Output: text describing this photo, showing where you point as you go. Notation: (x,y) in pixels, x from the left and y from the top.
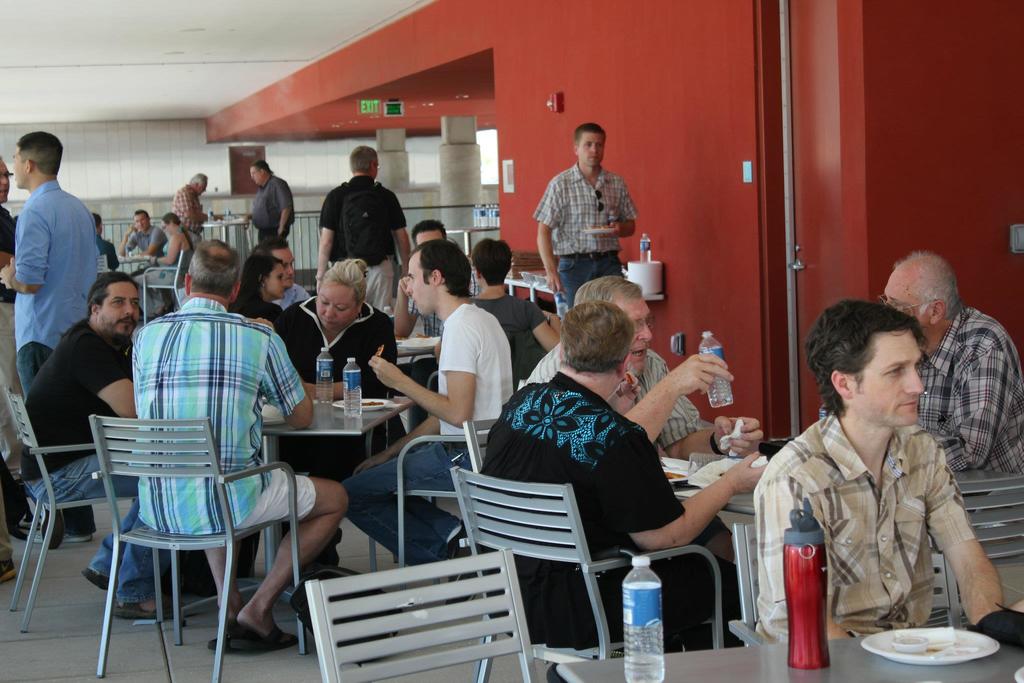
This image is taken inside a room (118,419). In this image there are many people (382,289), few are sitting on the chairs (235,479) and few are standing. In the right side of the image (965,556) a man (957,567) is sitting on the chair (740,627) and in front of him there is a table (837,671) on top of it there is a water bottle (656,641) with water (658,649), a plate (903,654) on it. In the background (937,187) there is a wall (564,167) and pillars (456,182) with railing (298,241). At the top of the image (200,39) there is a ceiling (132,35). In the left side of the image (113,323) a man (97,318) is sitting on the chair (14,410) and another man (45,277) is standing.
